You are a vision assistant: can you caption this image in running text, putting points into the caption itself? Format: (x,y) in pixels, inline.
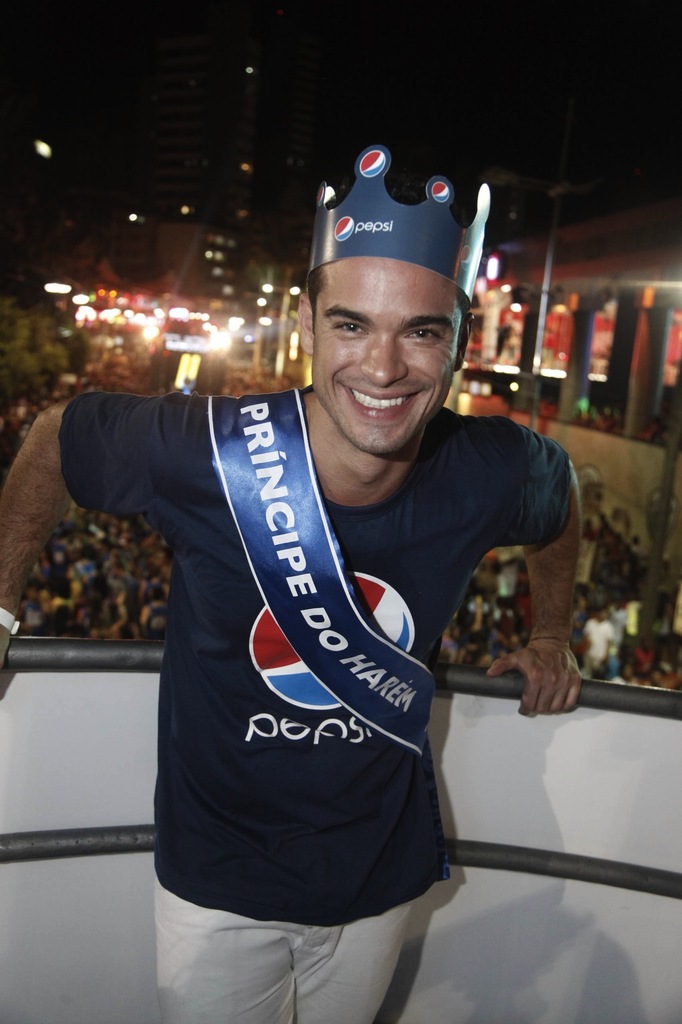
In this image, in the middle (441,360), we can see a man (574,504) wearing a black color shirt (335,818) is standing and holding two metal rods (42,857). In the background (646,676), we can see group of people (476,598), building (681,493), pillars (662,552), lights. At the top (420,32), we can see a black color, at the bottom (574,893), we can see white color.
